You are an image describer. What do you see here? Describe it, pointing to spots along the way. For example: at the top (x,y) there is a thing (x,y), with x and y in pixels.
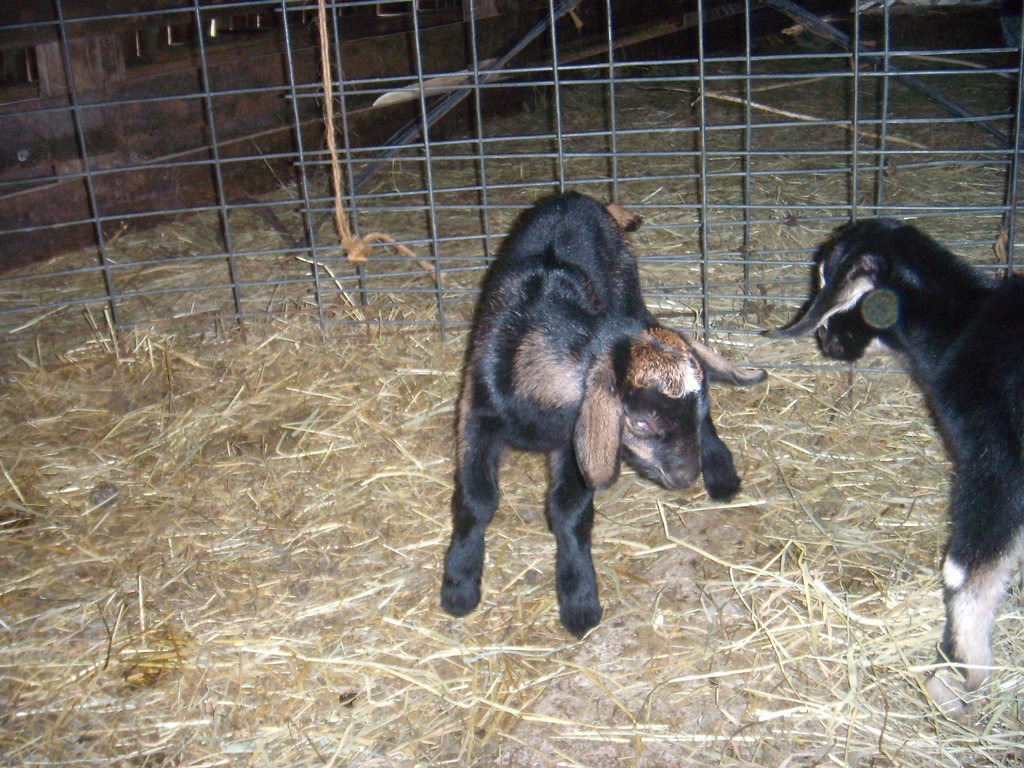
In the image we can see there are two baby goats (660,437). Behind them there is a metal fencing (478,114) and on the ground (271,495) there is a dry grass (182,550).
